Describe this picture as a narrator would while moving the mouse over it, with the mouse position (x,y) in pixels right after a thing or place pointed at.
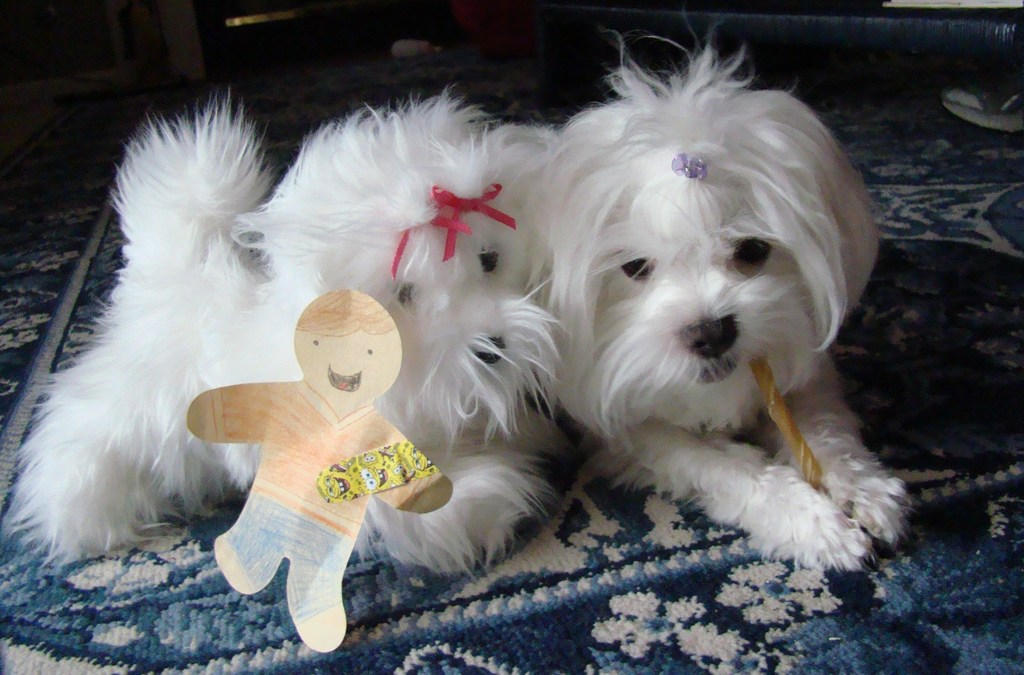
In this image there are two puppies (608,244) sitting on the mat (810,576) with ribbons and sticker (329,438) on them.
